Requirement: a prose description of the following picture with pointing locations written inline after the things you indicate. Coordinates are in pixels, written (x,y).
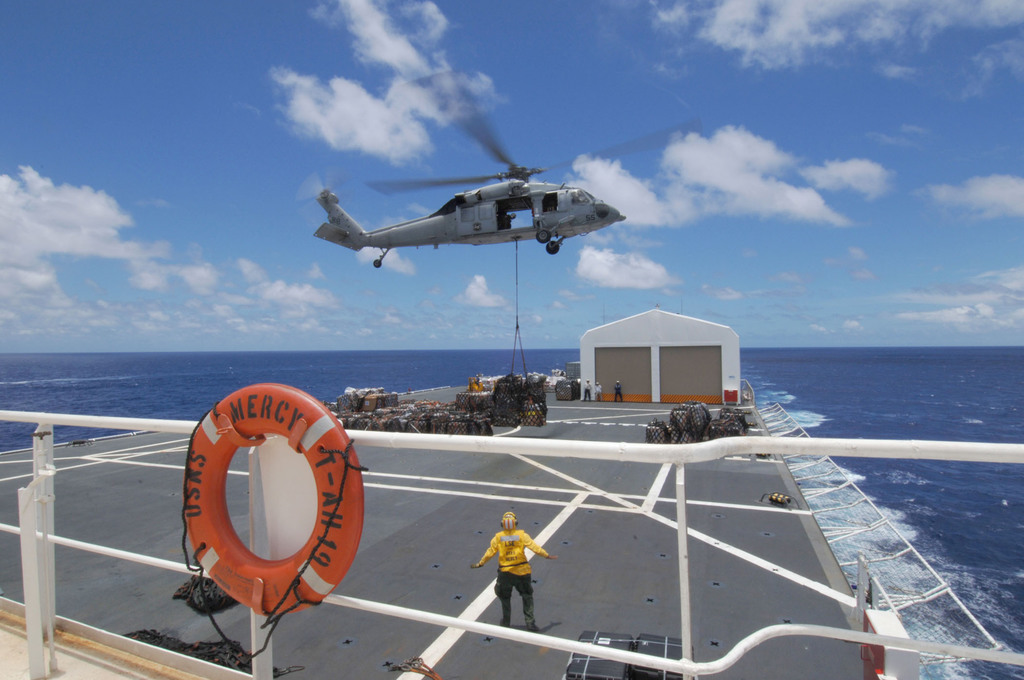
This is a picture of a ship (256,545) which is on the water (3,383), where there is an safety life ring (315,456) to the iron rods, group of people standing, loads (440,408), a helicopter (515,190) flying in the sky (84,345) and carrying the loads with a rope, and in the background (146,237) there is sky (330,129).
